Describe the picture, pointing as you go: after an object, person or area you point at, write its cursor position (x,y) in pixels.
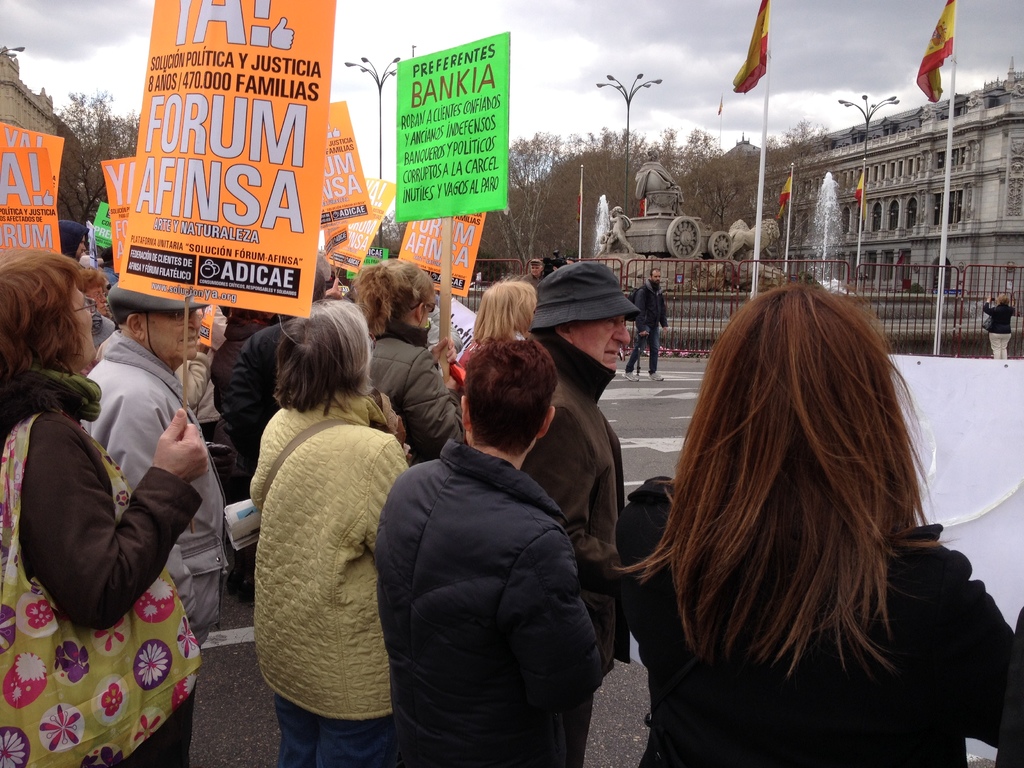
In this image I can see the group of people (87,564) and few people (177,463) are holding colorful boards (173,119). Back I can see few buildings (1018,253), windows (928,213), light poles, fountains (829,192), statue (743,228), dry trees (614,151), flags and the fencing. The sky (732,98) is in grey and white color.
